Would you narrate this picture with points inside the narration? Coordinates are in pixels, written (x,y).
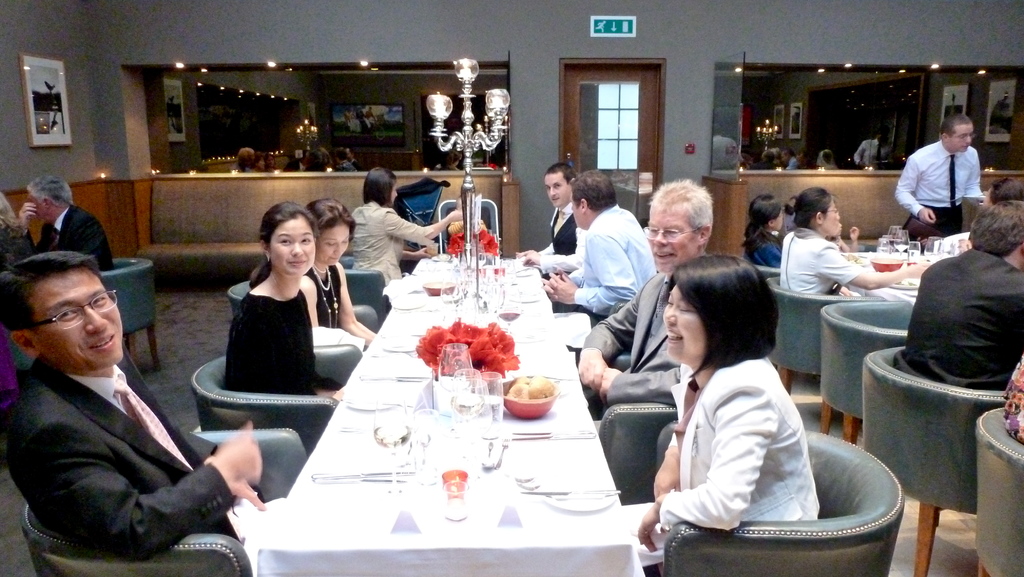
In the image we can see there are people (727,331) who are sitting on the chairs (223,364) and in front of them there is a dining table (485,511) and there are plates (391,407), knives (391,476) and forks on the table (588,407).
